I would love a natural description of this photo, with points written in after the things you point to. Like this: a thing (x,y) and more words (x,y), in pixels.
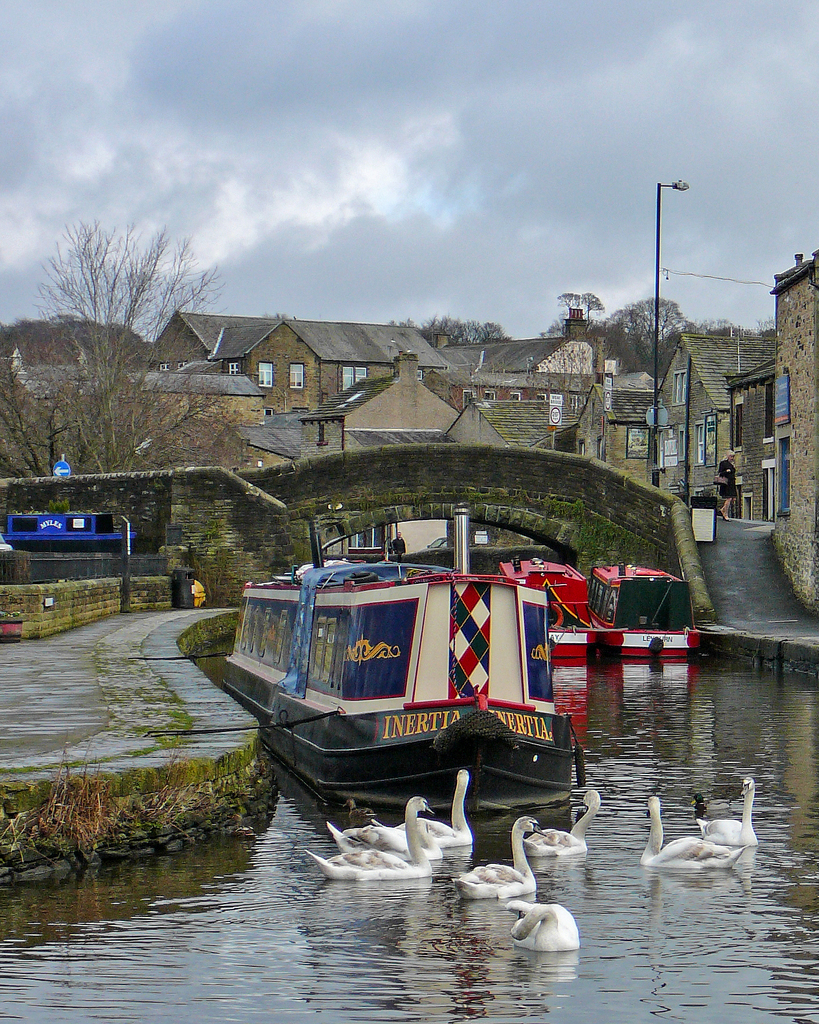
In this image we can see boats (311,759), bridge (590,562), water (223,948), swans (403,852), houses (666,392), light pole (655,371), person (726,494), boards (713,524), trees (79,350), and cloudy sky (412,193). Board (780,398) is on the wall (800,400). Far there is a signboard (59,474).
